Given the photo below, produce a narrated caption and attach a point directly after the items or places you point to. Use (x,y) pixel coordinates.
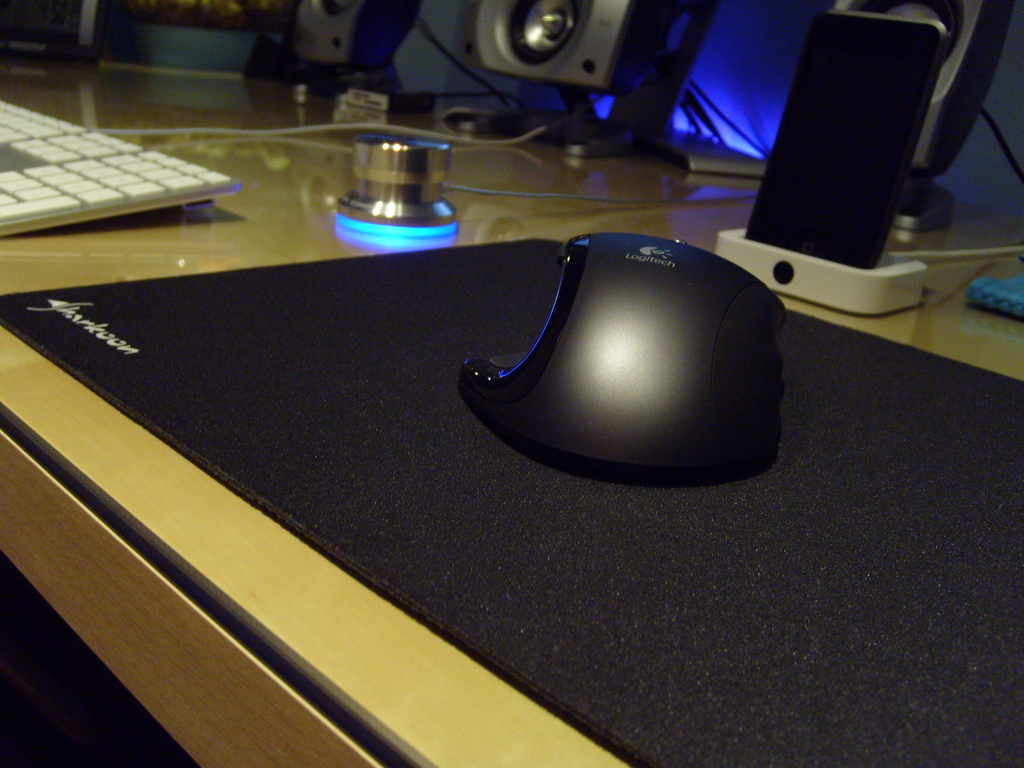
In this image, There a table (413,765) which is in yellow color on that table (17,355) there is a black color cloth (470,490) and there is a black object (690,346), In the background (80,169) there is a white color keyboard (98,193) and there is a black color speaker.
